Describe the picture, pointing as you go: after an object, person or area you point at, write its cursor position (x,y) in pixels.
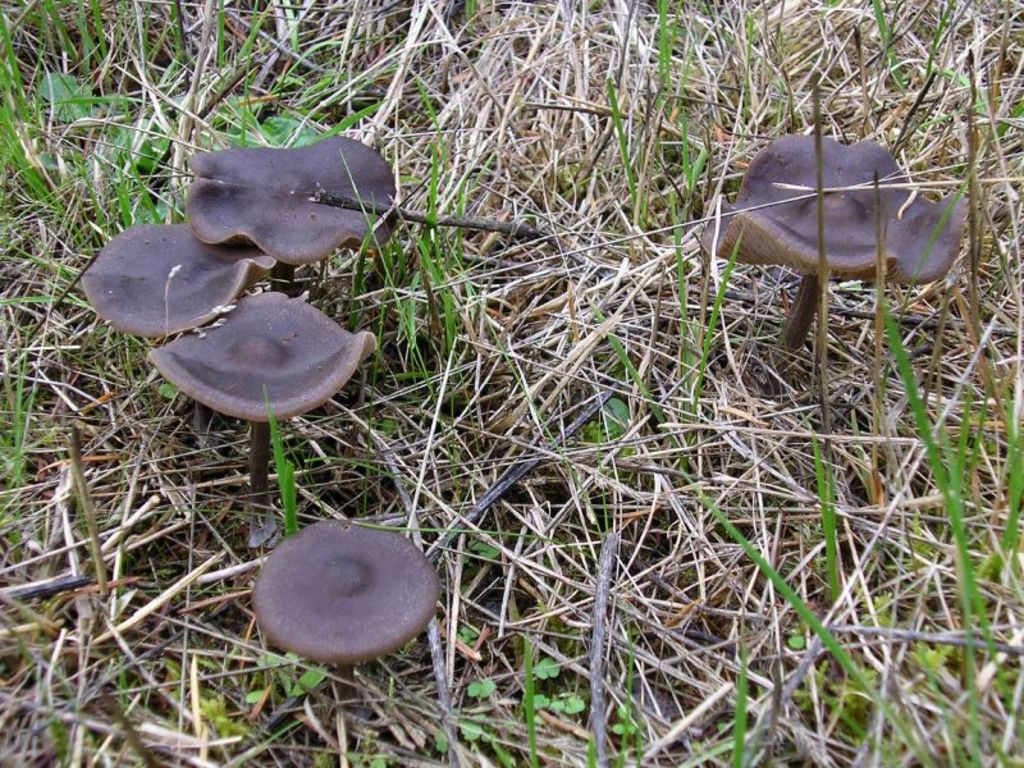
In this image we can see few mushrooms (258,350). Around the mushrooms (360,616) we can see the grass (132,435).
